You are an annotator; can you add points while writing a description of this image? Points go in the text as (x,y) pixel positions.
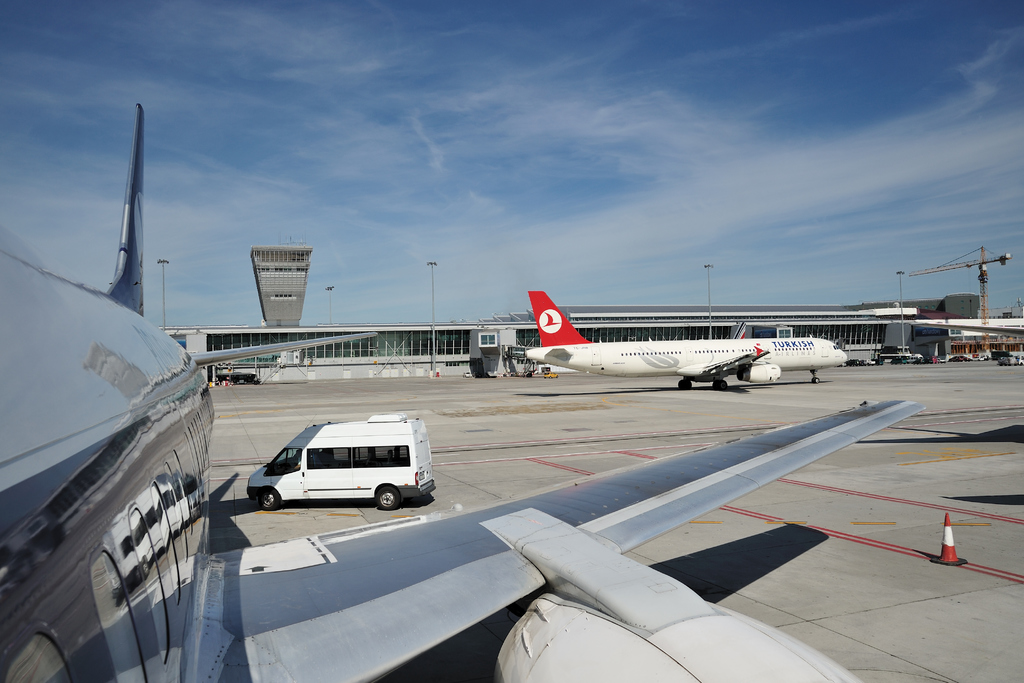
In this image I can see vehicles (1006,354) and airplanes (677,355) on the road (375,387). Here I can see buildings (519,336), pole lights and other objects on the ground (741,404). In the background (517,154) I can see the sky (425,151).
